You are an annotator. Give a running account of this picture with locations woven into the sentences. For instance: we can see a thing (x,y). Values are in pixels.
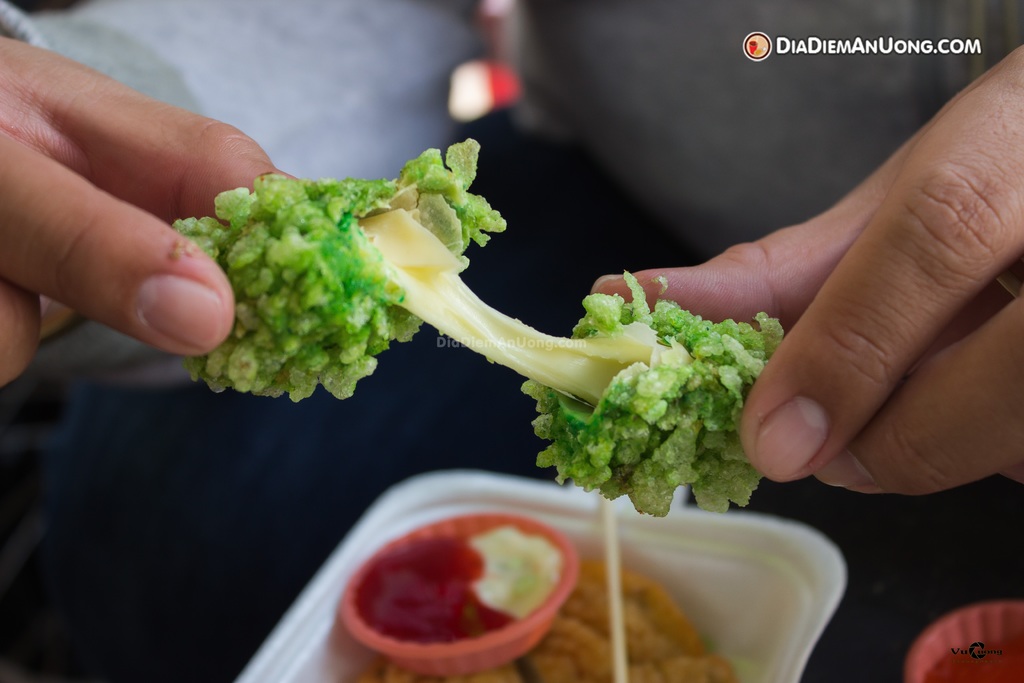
In the picture a person (426,397) is holding some food item (256,338) with his hands (11,326) and below that in a white box (591,531) there is some other food item (584,629) and sauces (457,585).
